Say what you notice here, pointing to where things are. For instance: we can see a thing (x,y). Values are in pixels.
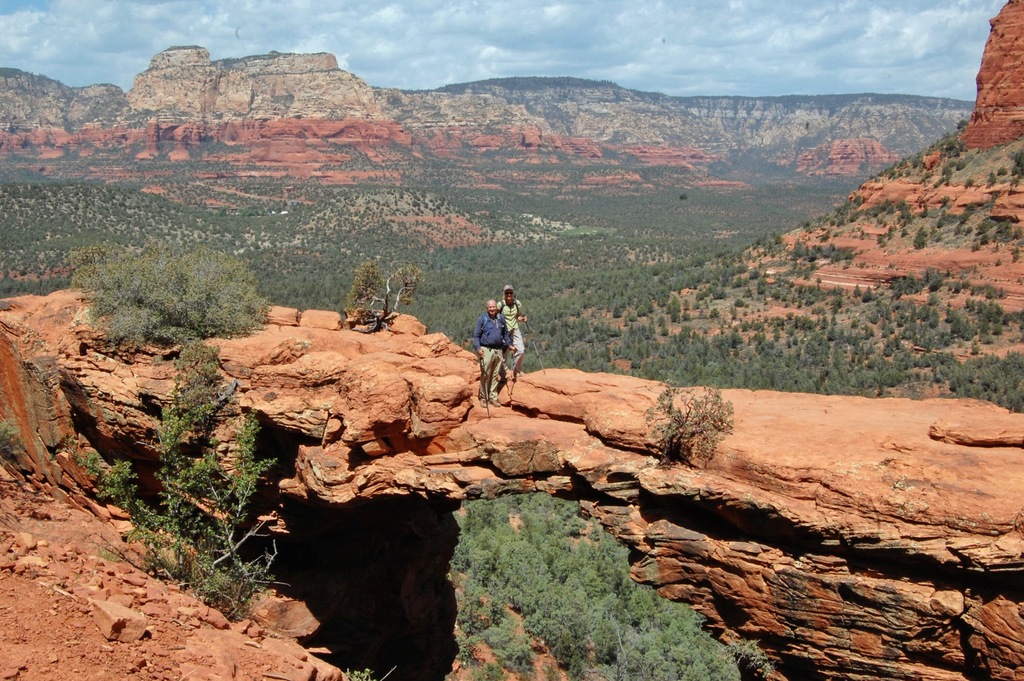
In the center of the image (508,285) there are two persons (510,286) standing on rock (470,436). In the background of the image (96,98) there are mountains (347,96). There are trees (563,245).
